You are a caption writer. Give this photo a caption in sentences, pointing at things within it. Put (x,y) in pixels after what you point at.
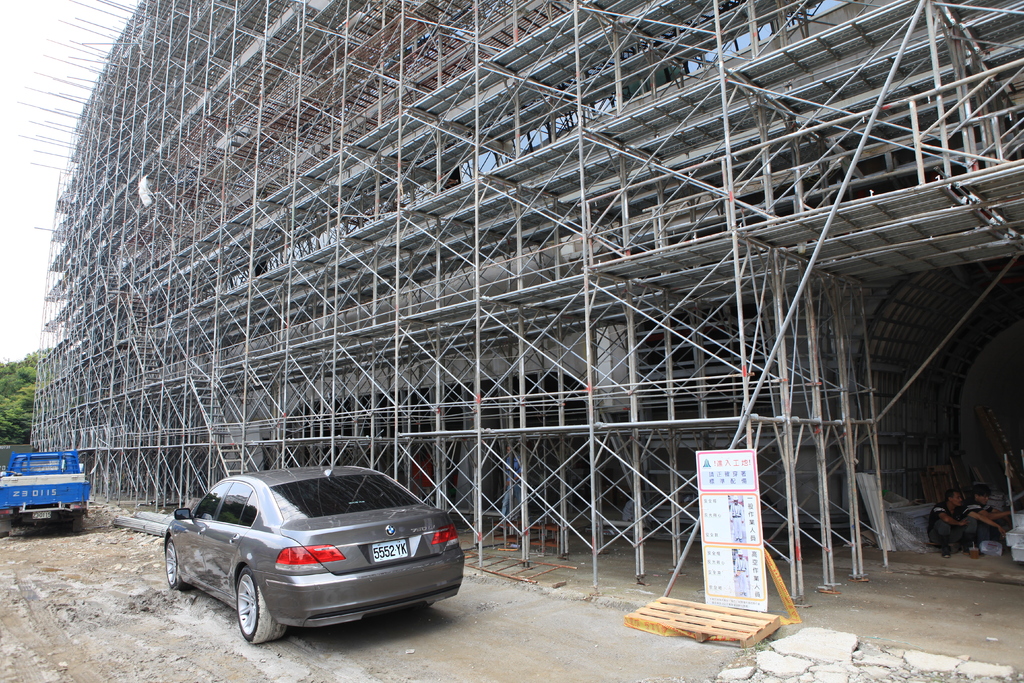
In this image on the left (232,549) there is a car (263,553), and truck (25,481). This is an under constructed building (444,205). Here there is a poster (718,560). Two persons (959,512) are there. In the background (25,436) there are trees (14,396).
